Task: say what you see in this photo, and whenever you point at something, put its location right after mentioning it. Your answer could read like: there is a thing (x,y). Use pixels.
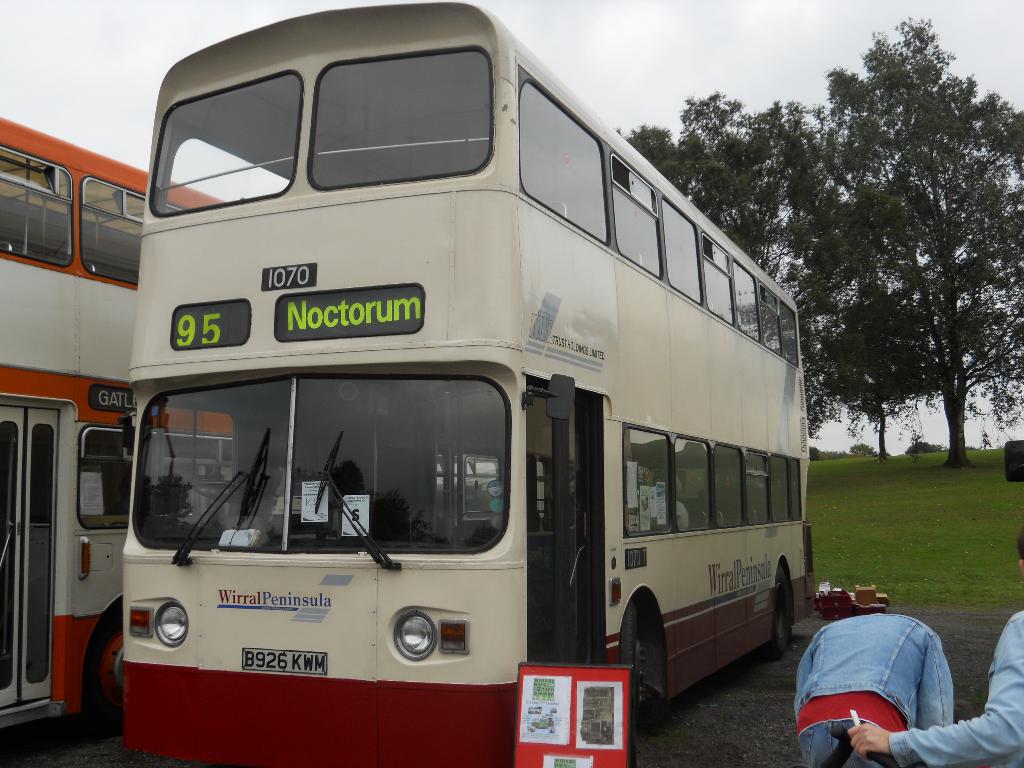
As we can see in the image there are buses (57,312), poster (564,719), grass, two people (861,663) on right side (1012,755) and trees (973,333). At the top (809,4) there is sky (778,20).
